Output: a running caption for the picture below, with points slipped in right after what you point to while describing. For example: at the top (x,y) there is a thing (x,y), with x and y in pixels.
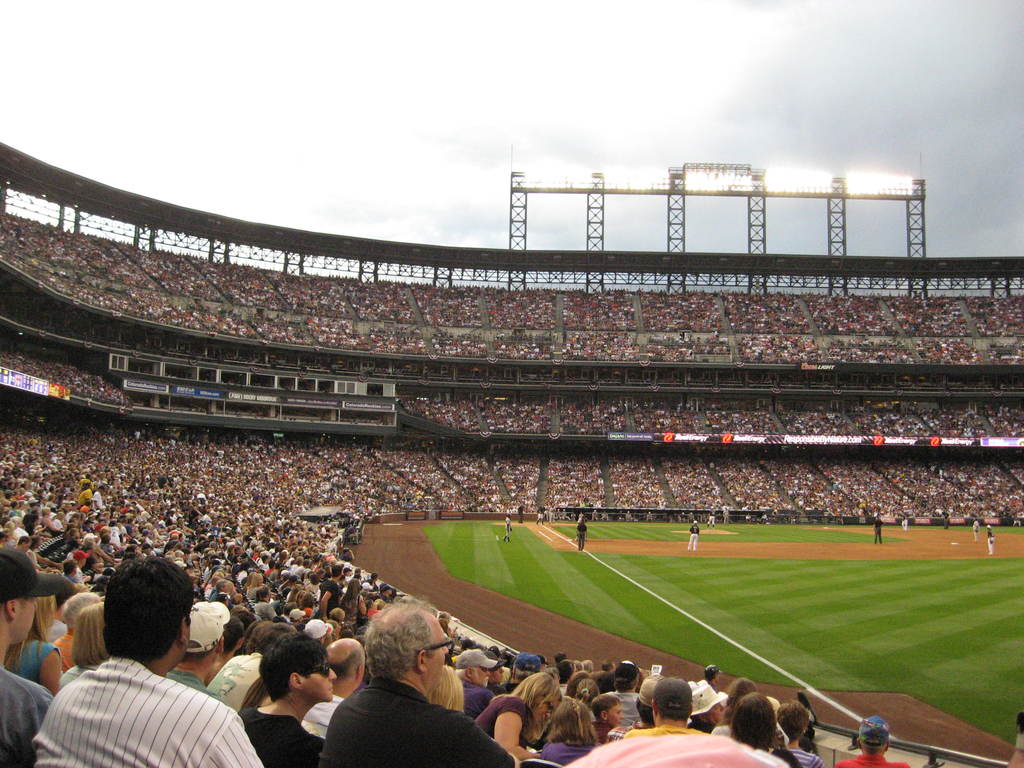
In this picture there is a view of the stadium (475,654). In the front (591,628) there is a ground (635,587) with some baseball players (695,528). Behind there is a stadium (815,314) full of audience (838,487) sitting and enjoying the game. On the top (921,255) there is a metal frame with spot lights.
